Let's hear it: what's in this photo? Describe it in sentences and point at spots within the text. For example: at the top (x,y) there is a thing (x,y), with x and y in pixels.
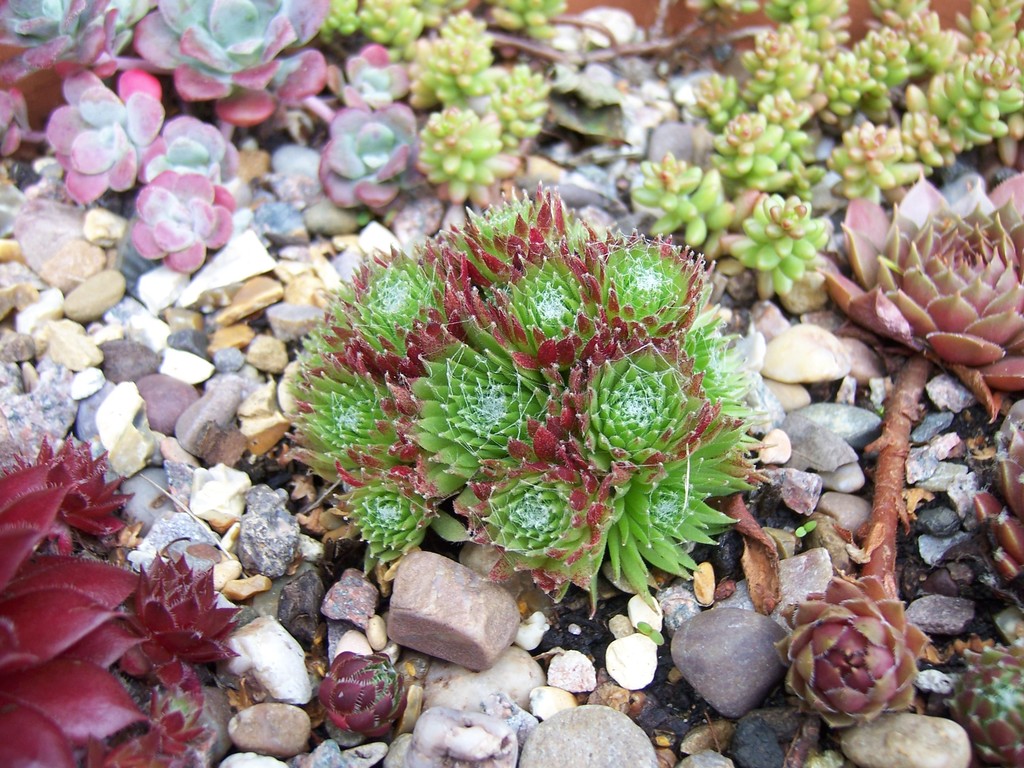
In this picture there are few flowers (1012,130) which are in different colors and there are small rocks (290,364) below it.
